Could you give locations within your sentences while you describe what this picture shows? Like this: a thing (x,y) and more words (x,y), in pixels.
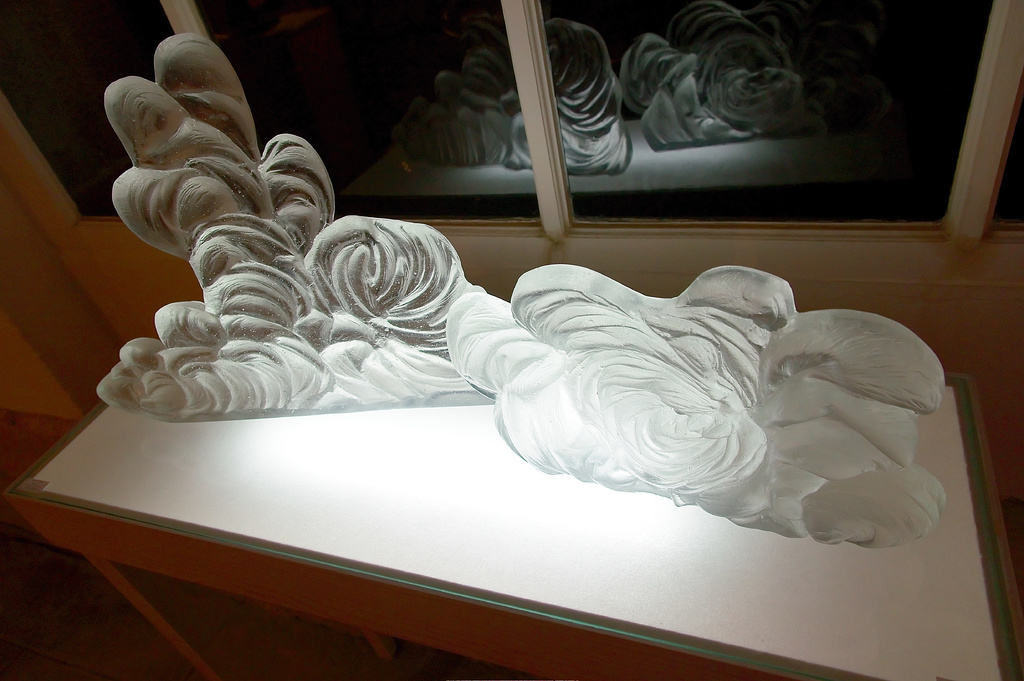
In this image we can see the sculpture (645,465) which is placed on the table (493,540). On the backside (513,203) we can see a window (513,203) and a wall (65,324).
